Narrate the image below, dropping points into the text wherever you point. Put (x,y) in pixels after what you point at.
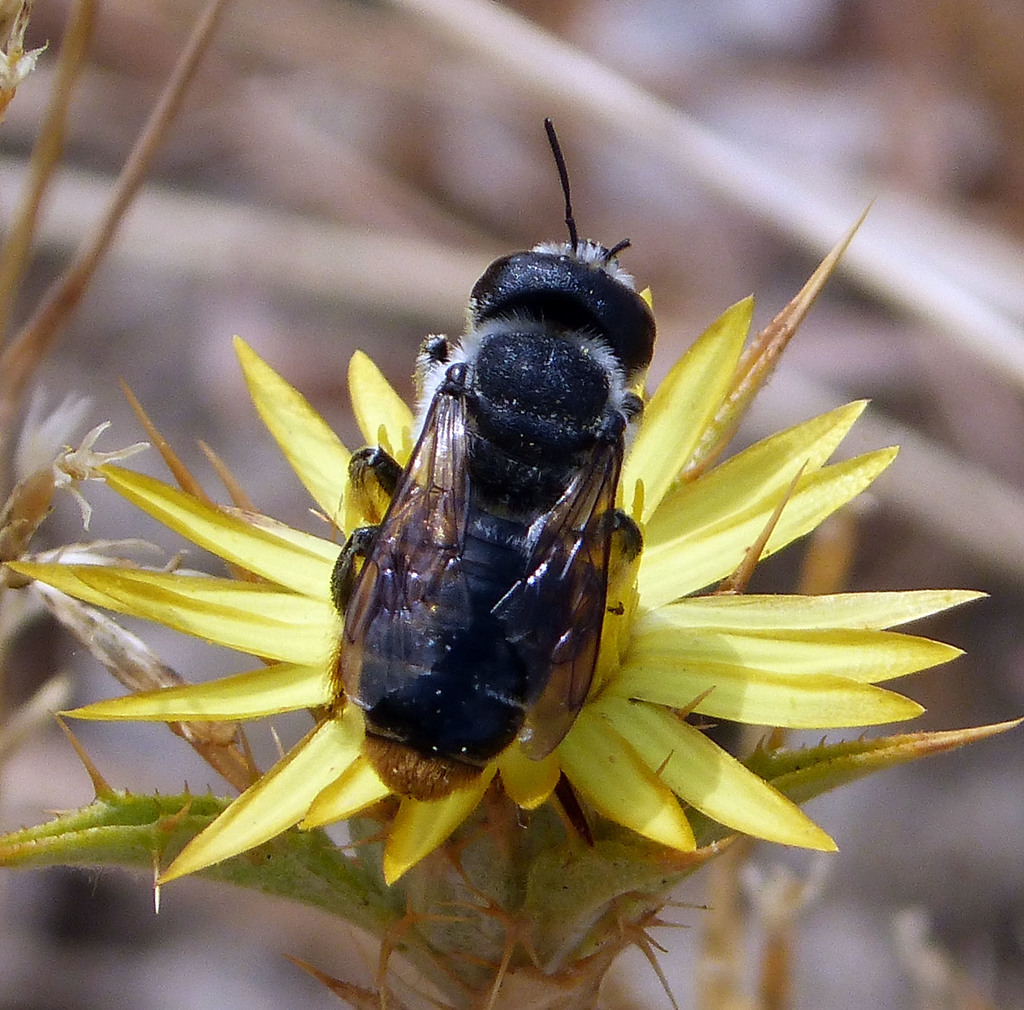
The picture consists of a bee (500,525) on a yellow color flower (588,811). The background (412,51) is blurred.
